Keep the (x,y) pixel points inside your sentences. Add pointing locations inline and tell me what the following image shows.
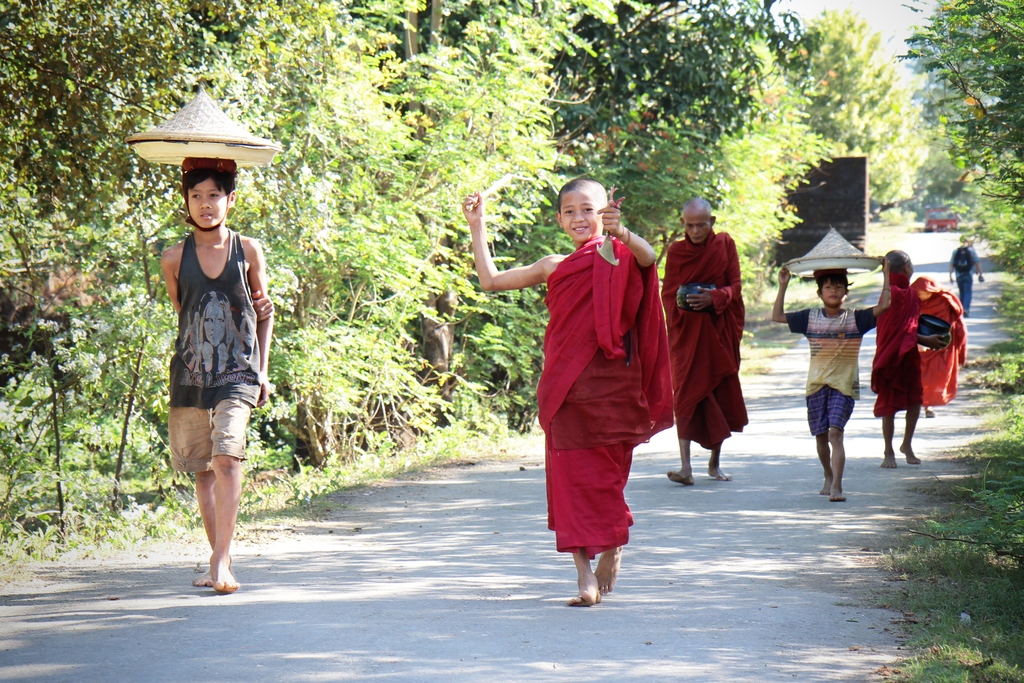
In this picture we can see a group of people (592,525) on the road (662,525) and in the background (502,394) we can see trees (507,381) and an object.
